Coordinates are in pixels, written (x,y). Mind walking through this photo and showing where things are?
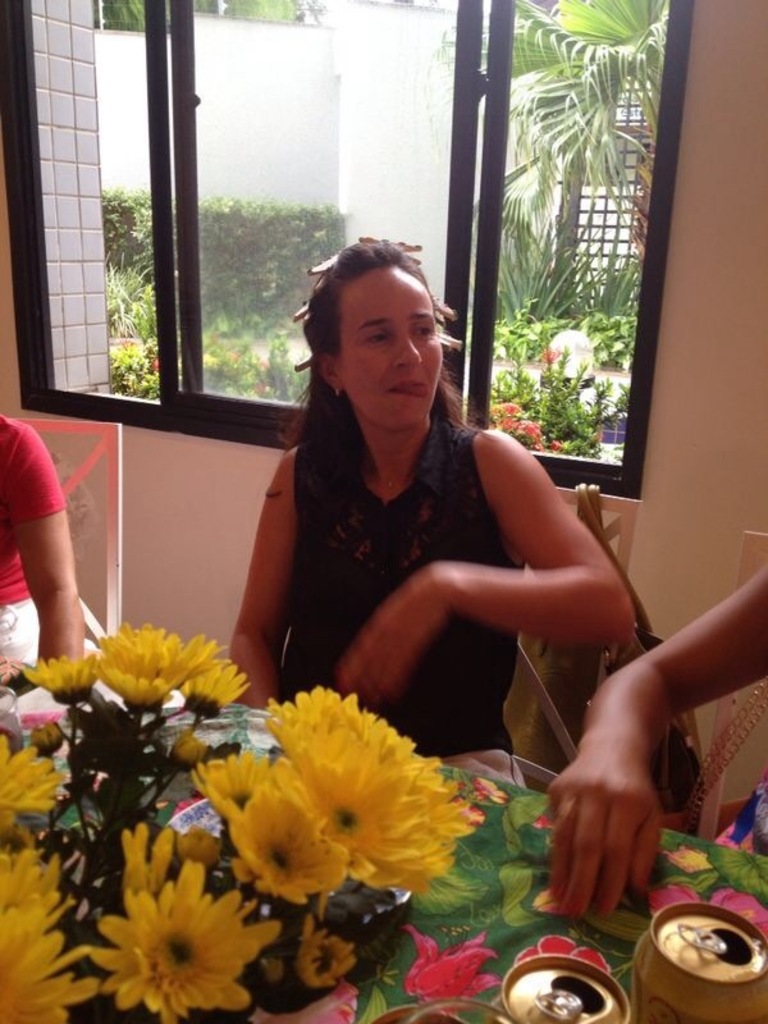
In this image there are people (280,621) sitting. At the bottom (467,916) there is a table (543,916) and we can see things (534,962) and flowers (172,889) placed on the table (478,874). In the background (735,409) there is a wall (656,452) and a window (468,55). We can see trees (589,44) and bushes (208,339) through the window glass (213,319).
